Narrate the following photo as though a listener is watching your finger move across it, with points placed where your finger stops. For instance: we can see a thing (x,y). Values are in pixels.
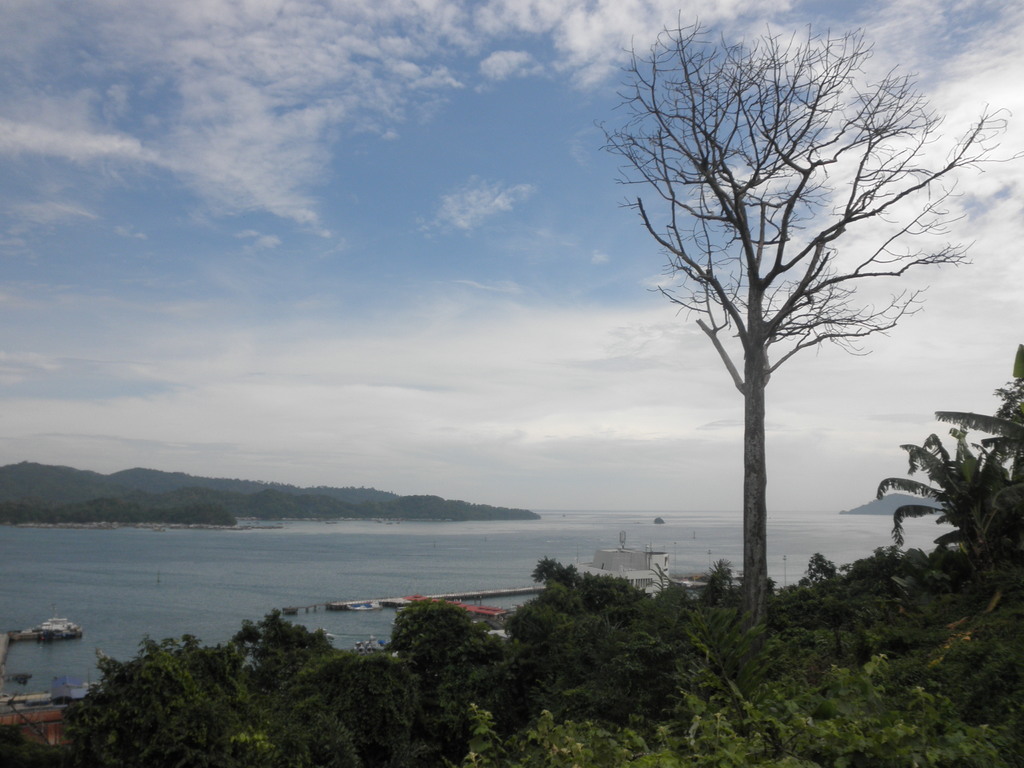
In this picture I can see there are plants (791,677) and few trees (872,568) here and there is a ocean (151,632), there are few boats (381,650) and in the backdrop (364,500) I can see there are mountains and the sky (295,324) is cloudy.
